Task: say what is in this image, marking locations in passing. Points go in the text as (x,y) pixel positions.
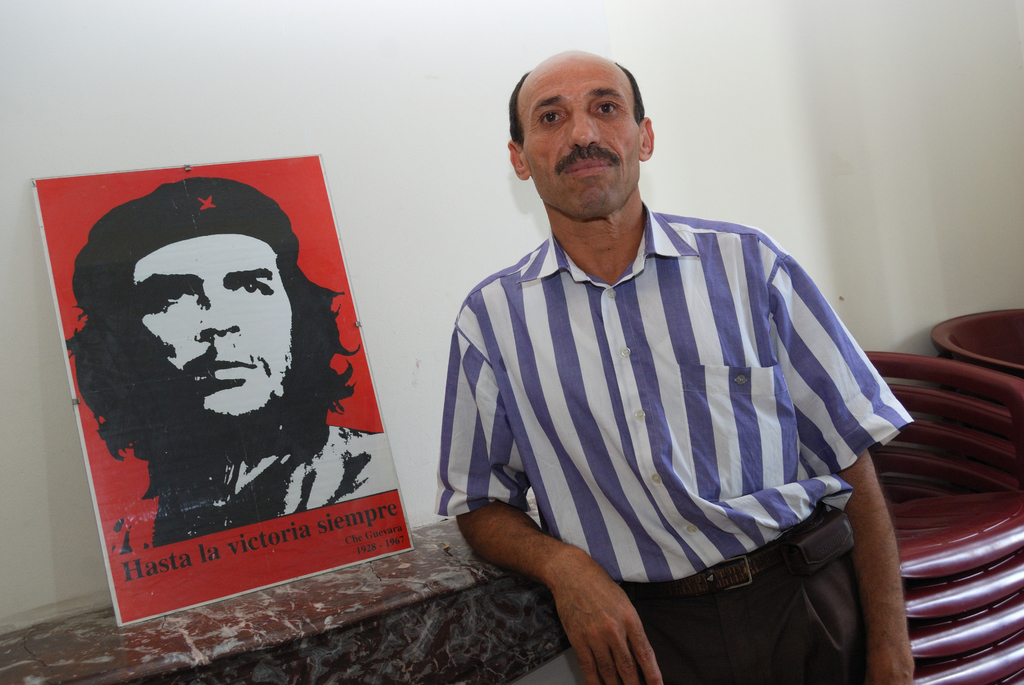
In the foreground of the image (781,317) we can see a person (716,463) wearing dress (657,523) is standing. To the right side of the image (945,646), we can see group of chairs (990,538). On the left side of the image (117,424), we can see a photo frame (209,370) placed on the rack (78,647).
